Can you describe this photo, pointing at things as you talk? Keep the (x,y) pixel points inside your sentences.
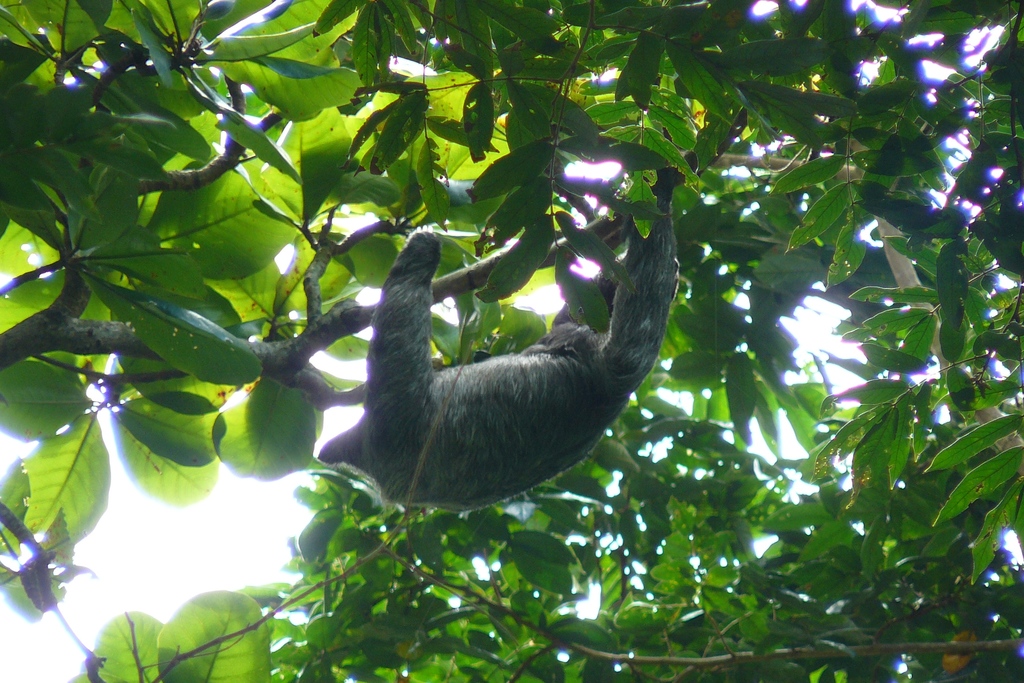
In this picture we can see an animal (554,368) and few trees (683,391).
